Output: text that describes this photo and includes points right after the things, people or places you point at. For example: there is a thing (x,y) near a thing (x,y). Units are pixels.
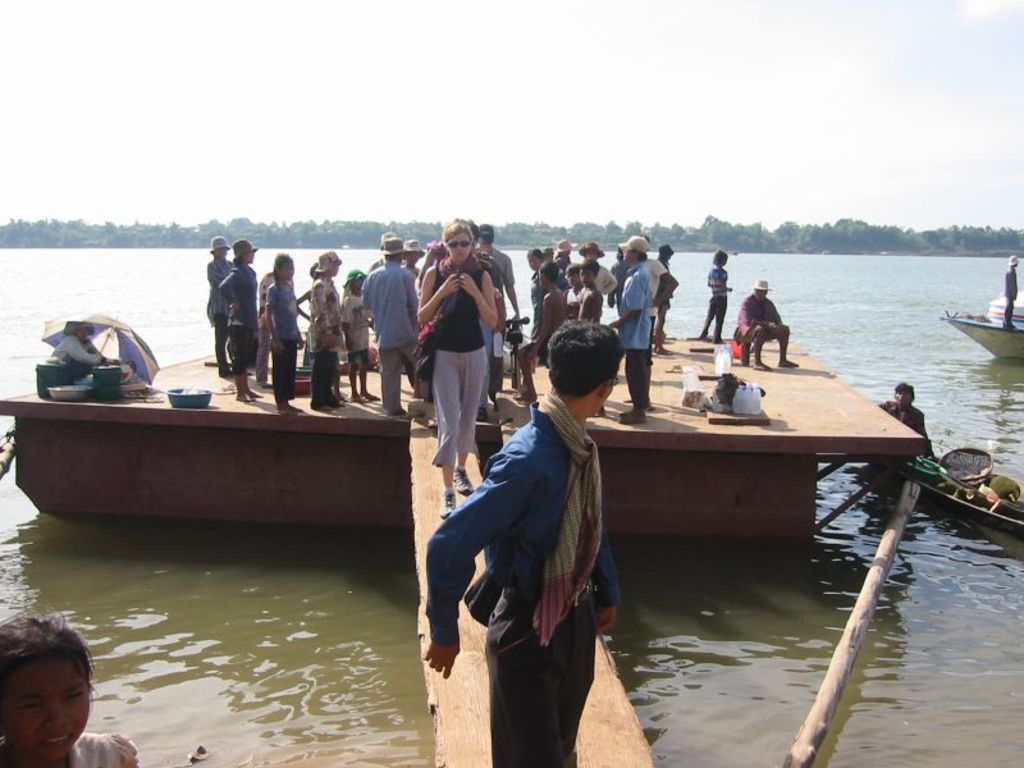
In this picture we can see a few people (261,374) standing on a wooden surface (368,386). We can see a person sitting under an umbrella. There are dishes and other objects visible on this wooden surface (790,401). We can see two people (536,747) on a walkway (475,581). There is a person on the right side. We can see a person (909,403) and a few objects (948,484) on the boat (986,484). There is a man (1015,261) standing on the boat (989,334). These boats (1003,335) are visible in the water (921,259).
